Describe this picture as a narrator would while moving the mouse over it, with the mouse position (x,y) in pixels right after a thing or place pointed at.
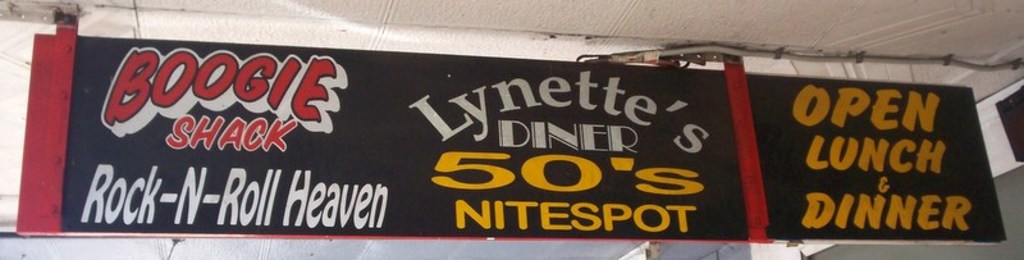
In the center of the image (618,167) there is a advertisement board (337,230).
